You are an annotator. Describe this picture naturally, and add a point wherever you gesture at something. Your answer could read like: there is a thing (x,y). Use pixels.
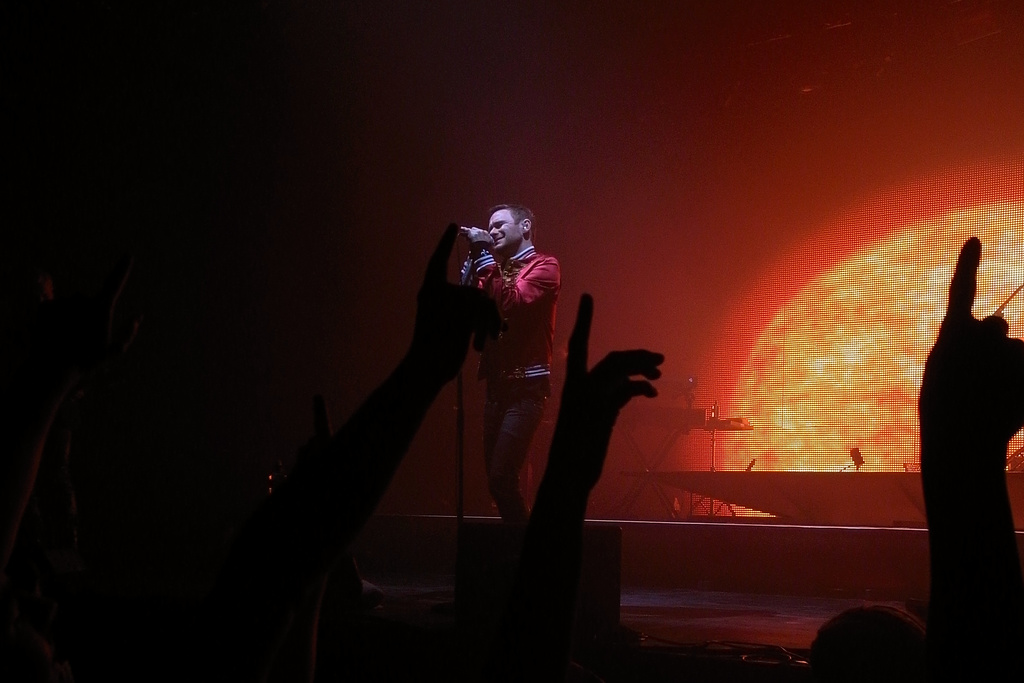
In this image i can see a man (526,221) standing and holding a microphone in his hand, and in the background (775,316) i can see a screen (841,278).
